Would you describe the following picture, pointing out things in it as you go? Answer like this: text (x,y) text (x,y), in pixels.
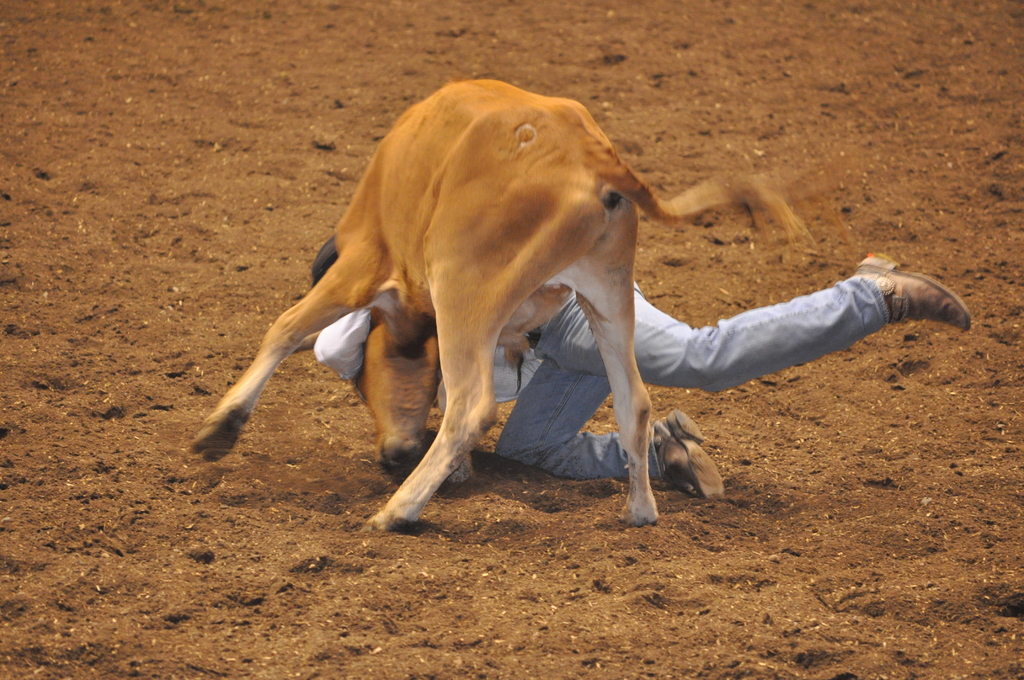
In this picture we can see a calf (478,338) and a person (577,340) on the ground (532,511).
